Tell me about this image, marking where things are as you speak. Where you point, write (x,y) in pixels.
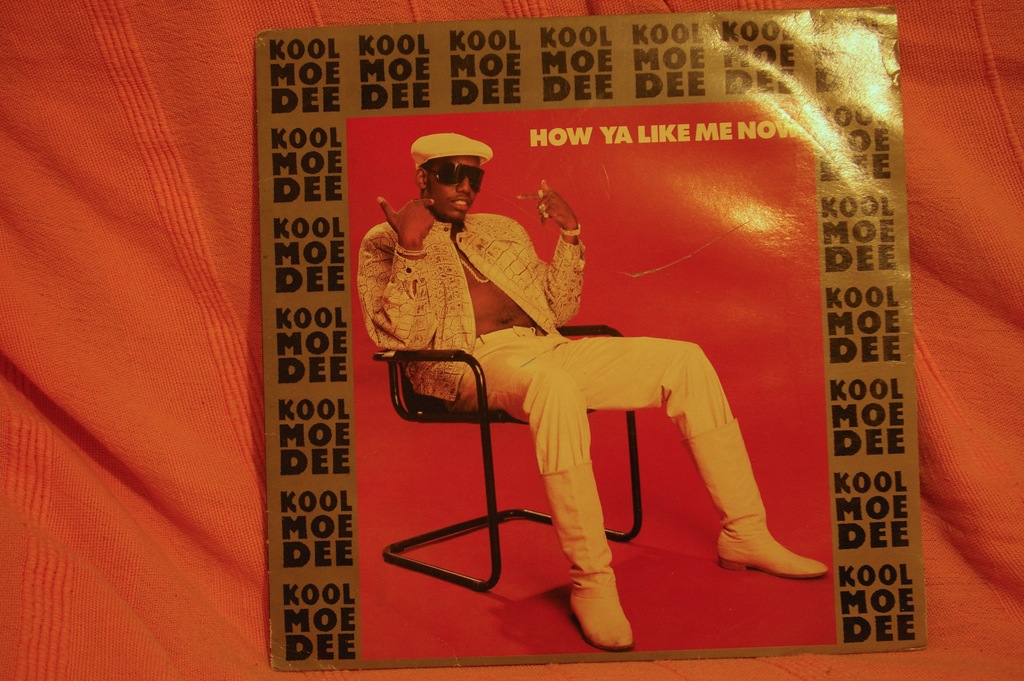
In this picture there is a guy (424,293) sitting on the chair (425,359) who is dressed in white color. On top of it there is a label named HOW YA LIKE ME NOW. The frame (856,212) of the picture has a label (874,602) called KOOL MOE DEE.
